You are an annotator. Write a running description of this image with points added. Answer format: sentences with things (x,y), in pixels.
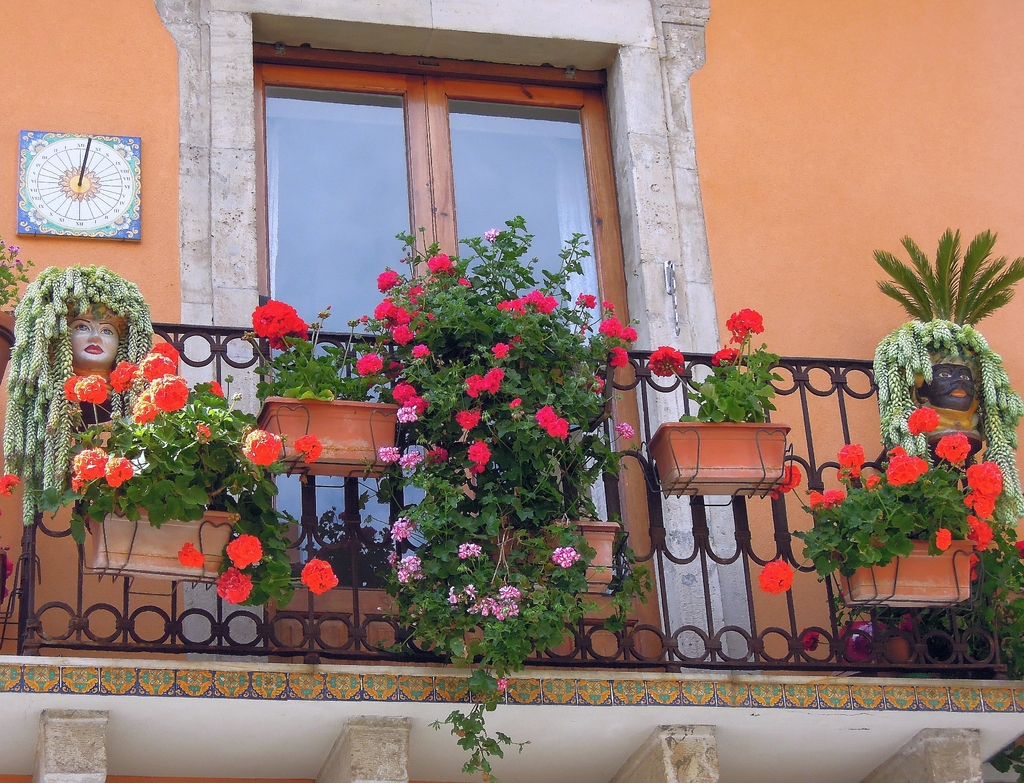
In this image, I can see the flower pots (352,441) with plants (582,381) and flowers (920,425), which are hanging to the iron grilles (654,397). I can see a door (338,182) and an object (18,208) attached to the wall (153,145).
